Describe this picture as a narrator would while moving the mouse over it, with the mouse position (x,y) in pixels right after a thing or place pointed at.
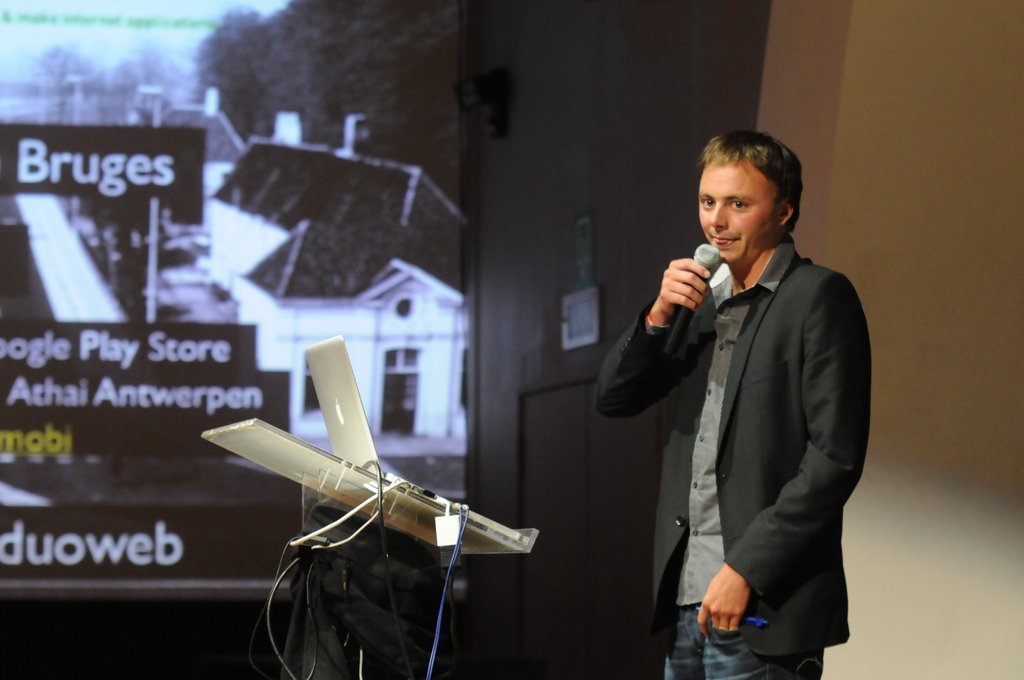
In this image I see a man (774,375) who is holding a mic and I can also see a laptop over this stand (492,532). In the background (558,534) I see the wall (500,443).
